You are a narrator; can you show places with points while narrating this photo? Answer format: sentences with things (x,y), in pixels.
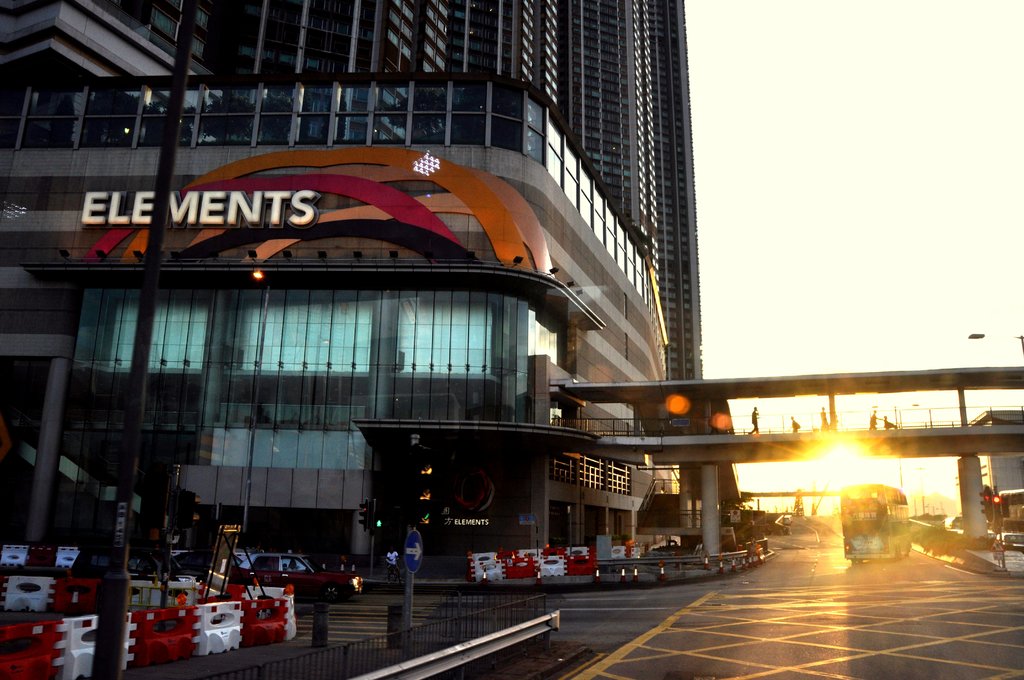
In this picture we can see people (889,426) on a foot over bridge (946,431). We can see a bus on the road (915,571). Here we can see barricades (74,645) in red and white color. This a huge building (515,248). On the right side of the picture (984,499) there is a traffic signal (996,503).
